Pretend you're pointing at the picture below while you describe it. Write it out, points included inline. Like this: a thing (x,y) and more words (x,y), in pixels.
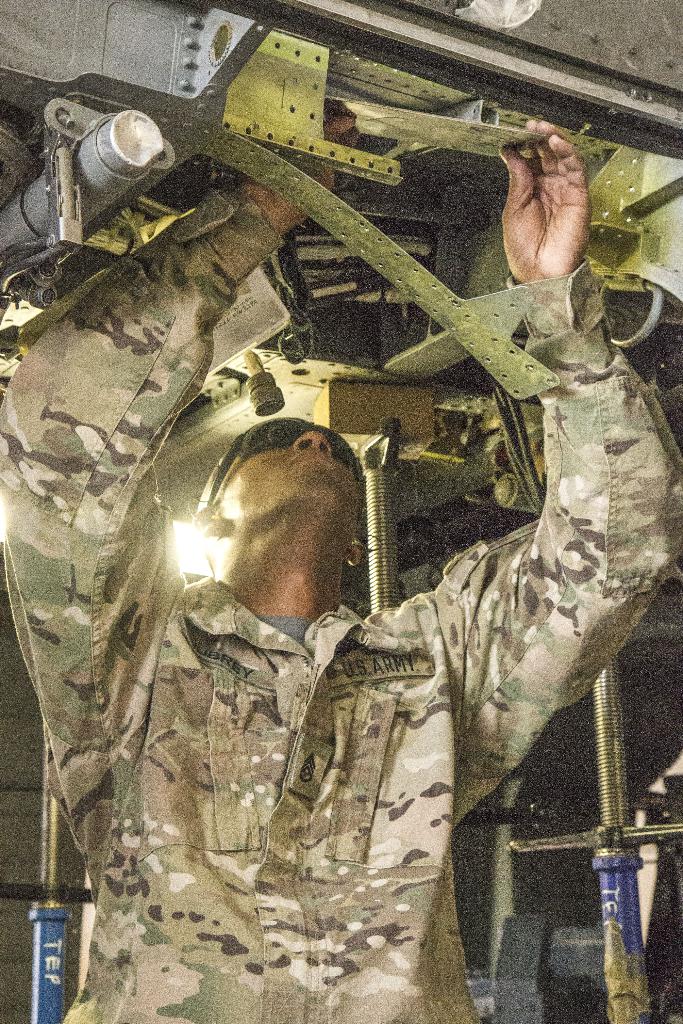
The man (214,614) in the uniform (299,643) is standing in front of the picture repairing something. At the top of the picture (461,118), we see an electrical equipment (527,140).
